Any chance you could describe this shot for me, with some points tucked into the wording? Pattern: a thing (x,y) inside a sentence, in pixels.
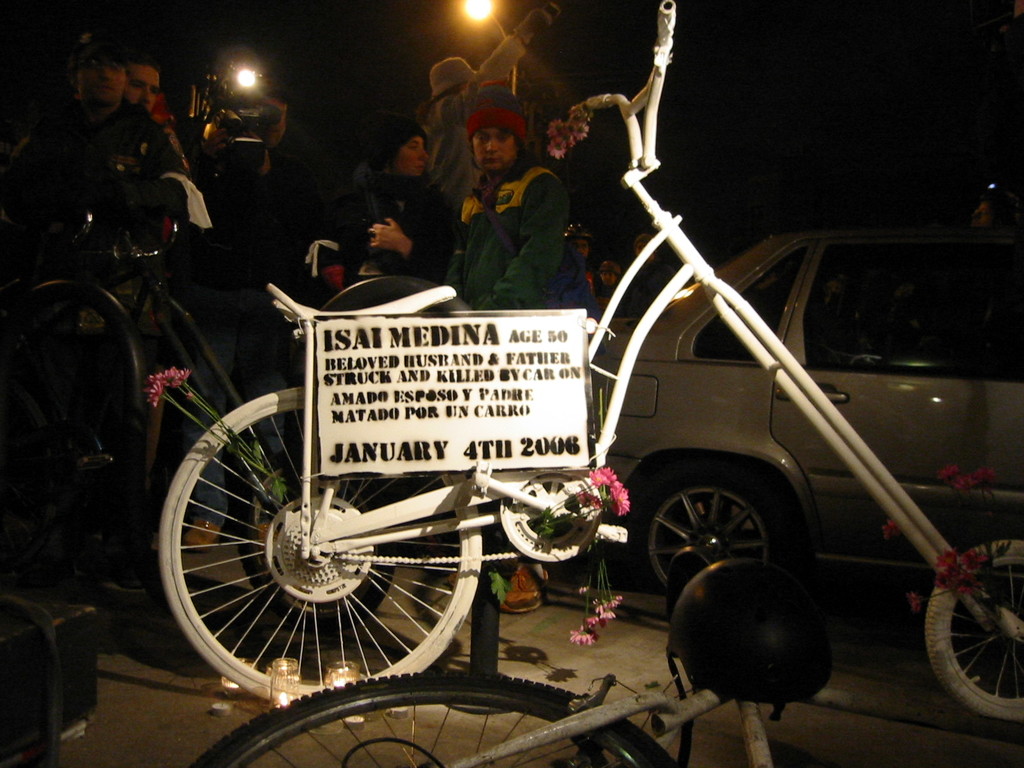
In this image we can see bicycles (462,551), a car (642,389), few people (234,265), a person (264,176) is holding a camera (247,99), there are few flowers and a board (494,372) with text (471,413) attached to the bicycle (955,602) and there is a helmet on the bicycle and there are few objects (292,671) on the ground (639,643) and there is a street light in the background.
